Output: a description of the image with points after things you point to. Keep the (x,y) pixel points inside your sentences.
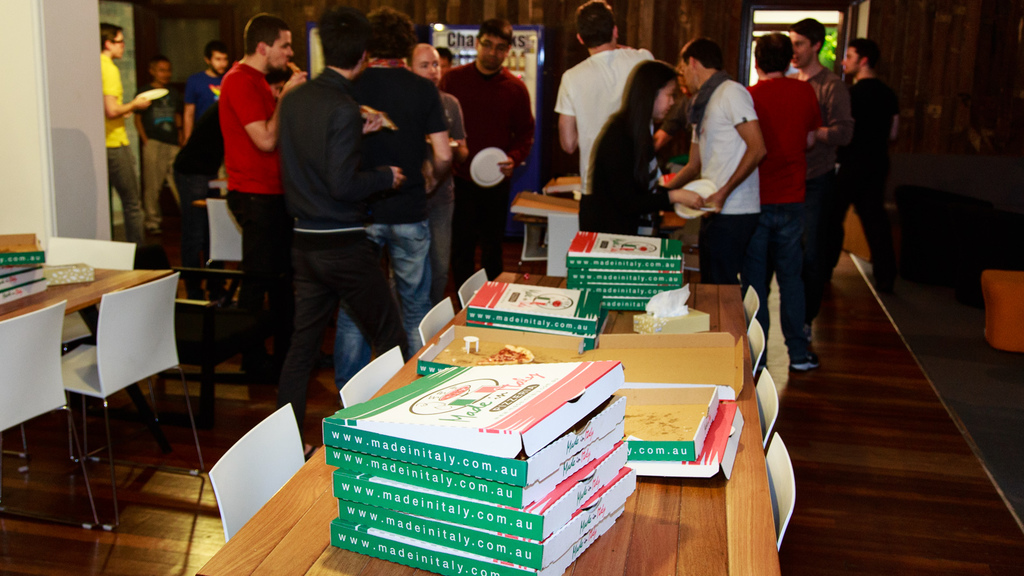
People (279,117) are standing, on the table (755,510) we have boxes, pizza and around the tables (746,506) chairs (792,499) are present.
